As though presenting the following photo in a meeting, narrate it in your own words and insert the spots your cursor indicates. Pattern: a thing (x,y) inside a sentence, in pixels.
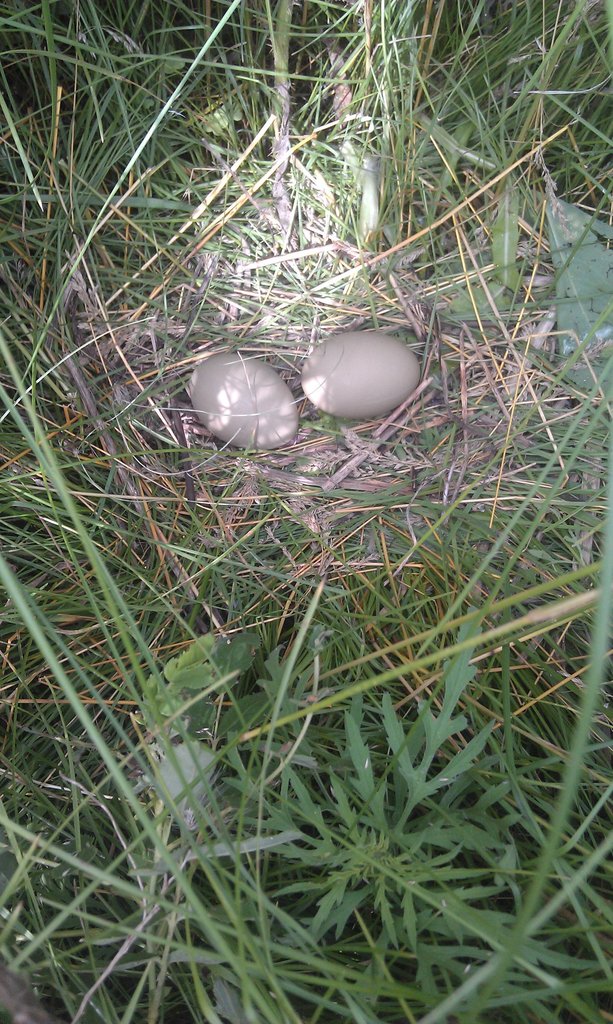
The picture consists of eggs (312,400) and grass (189,574).
